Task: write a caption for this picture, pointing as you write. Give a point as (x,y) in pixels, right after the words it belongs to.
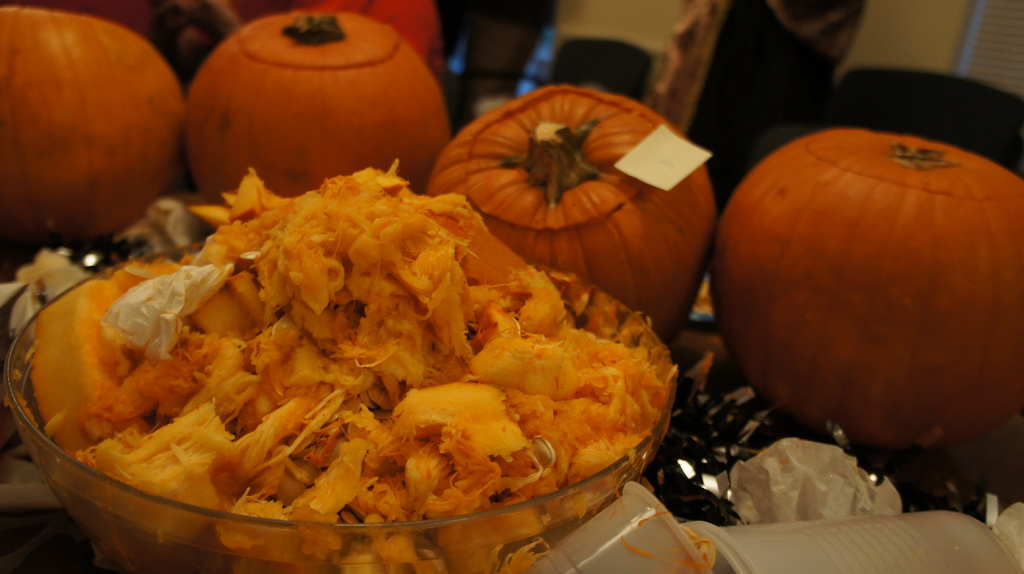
In this picture we can see some food (392,427) in the bowl (413,429). Behind we can see some orange color pumpkins (470,162).
